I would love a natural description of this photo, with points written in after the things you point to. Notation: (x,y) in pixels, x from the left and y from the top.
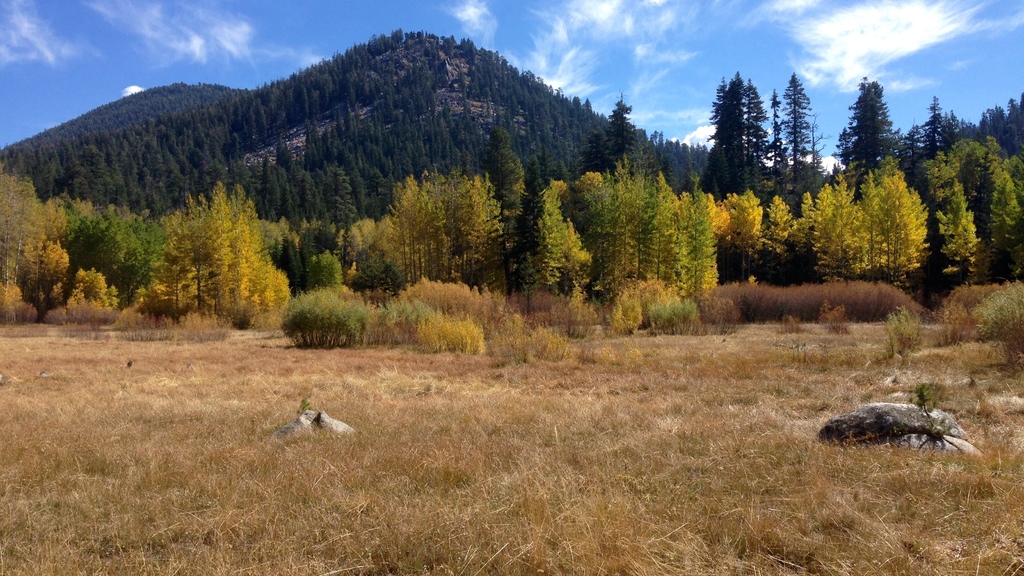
We can see grass (604,429), plants (309,300) and trees (486,275). Background (194,99) we can see hill (206,83) and sky (729,33).
